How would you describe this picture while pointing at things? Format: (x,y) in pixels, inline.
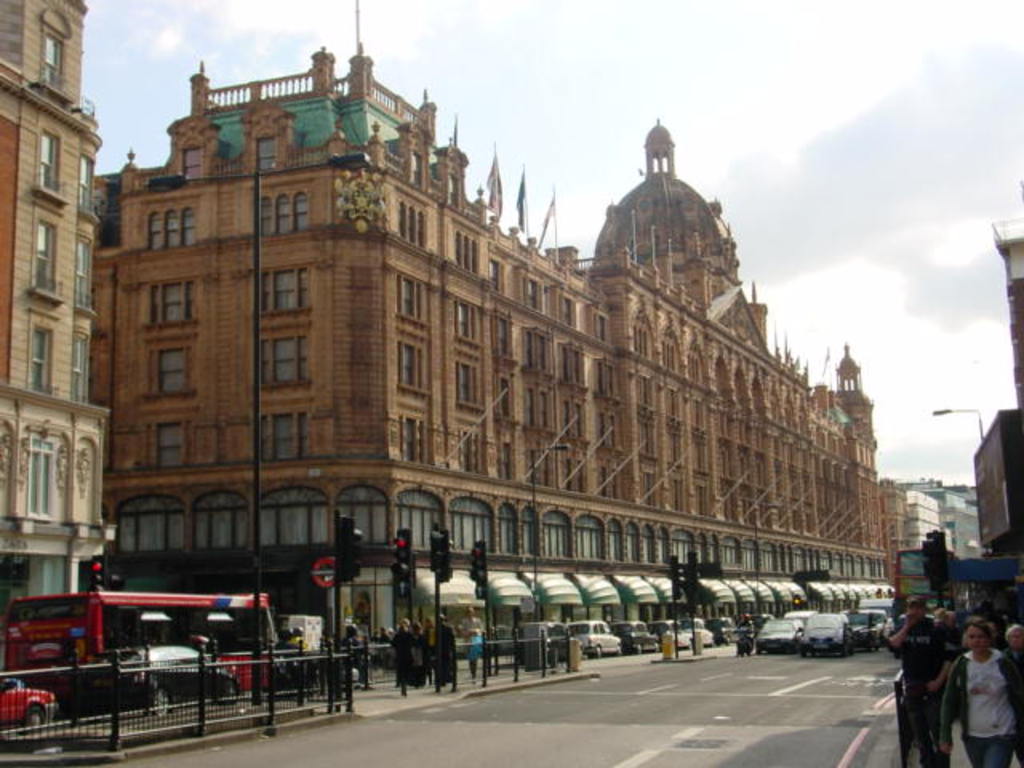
In this picture I can see some vehicles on the road (715,754), some people (983,688) are walking beside the fencing (484,673) and I can see signal lights (403,558) in the middle of the road (796,680), around I can see some buildings (204,375) and poles (440,547).
